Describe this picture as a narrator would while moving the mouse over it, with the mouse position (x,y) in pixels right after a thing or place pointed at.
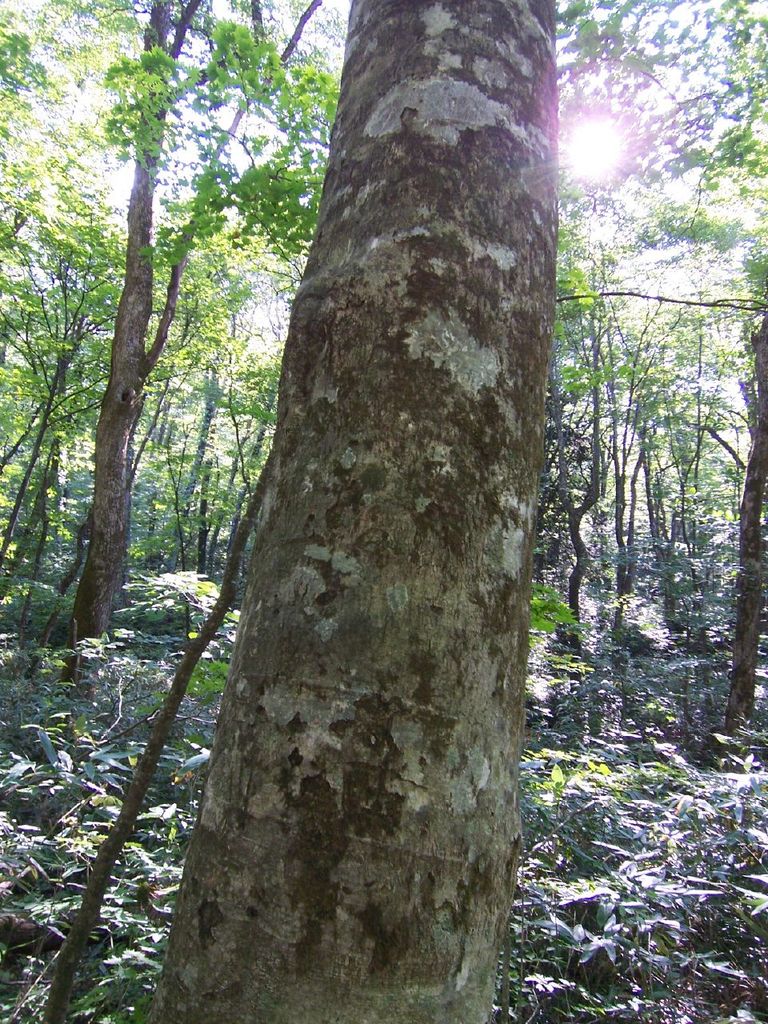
In this image I can see few trees (6,445) and the sun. In front (473,134) I can see the trunk (366,487).
